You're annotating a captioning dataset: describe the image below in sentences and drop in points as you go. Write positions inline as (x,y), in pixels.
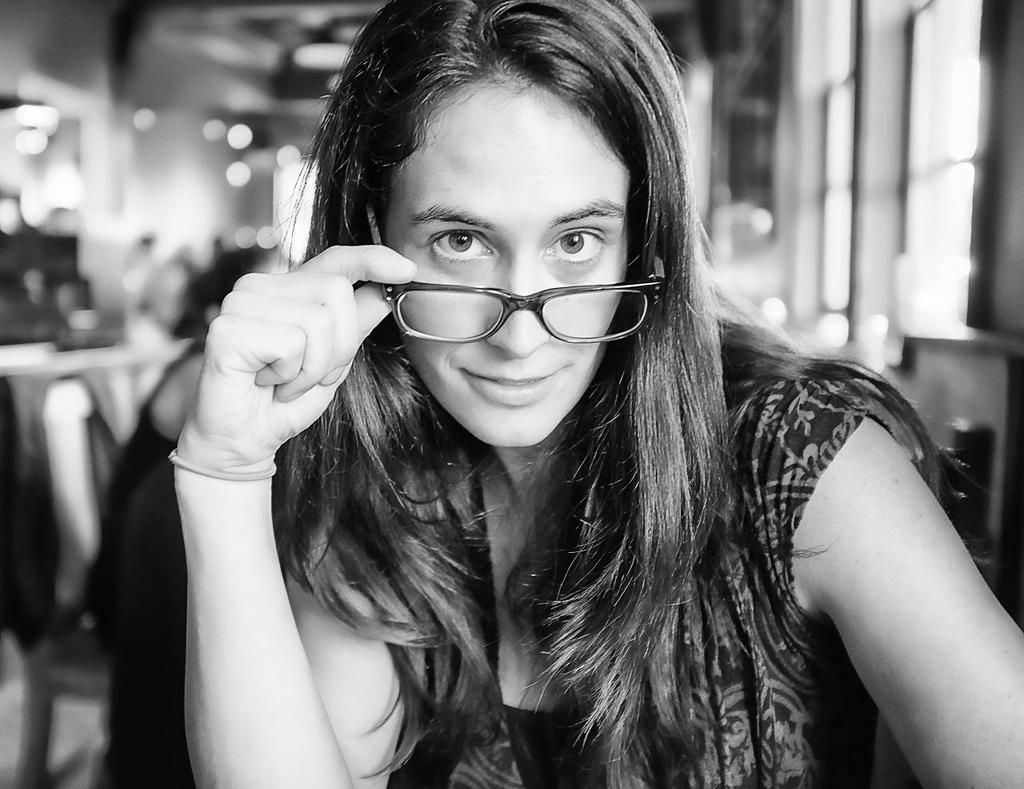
In this image in the front (472,521) there is a woman (476,501) smiling and the background (119,521) is blurry.
